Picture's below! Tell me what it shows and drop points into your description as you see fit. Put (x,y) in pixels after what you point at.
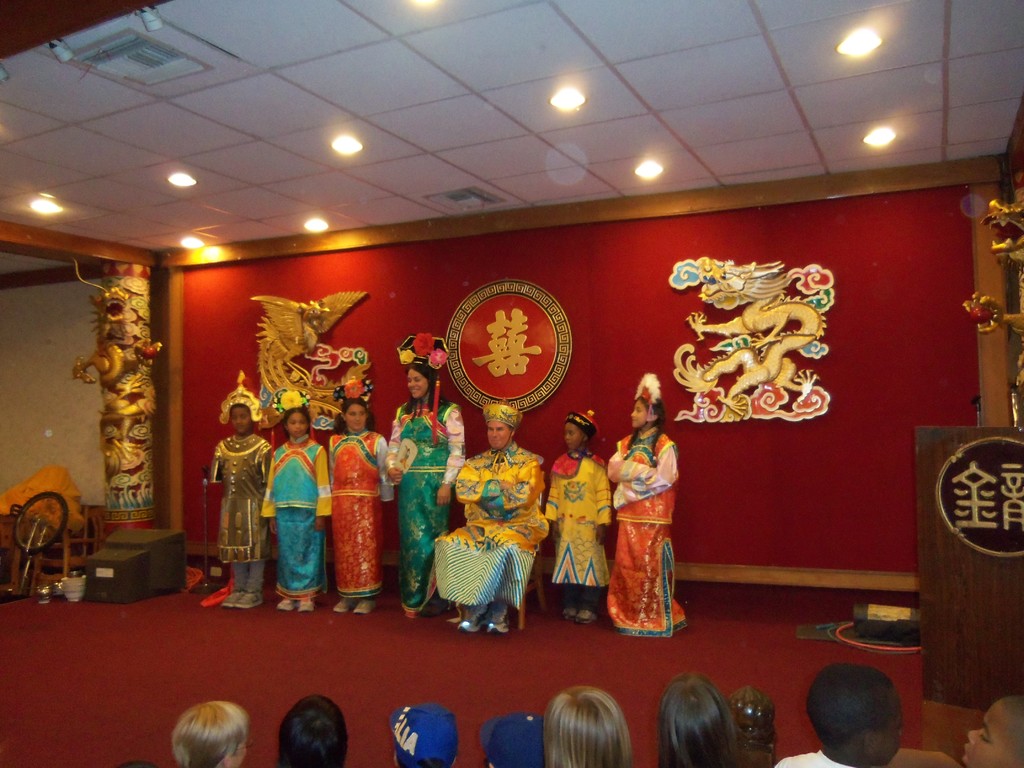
In this image there are people (573,763) standing, in front of them there is a stage (79,610), on that stage (100,605) few people (410,485) are standing and a man (507,528) sitting on a chair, in the background (120,496) there are pillars (118,352) and a wall (424,257), on that wall (522,251) there are pictures (757,292) at the top (772,109) there is a ceiling (640,84) and lights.
